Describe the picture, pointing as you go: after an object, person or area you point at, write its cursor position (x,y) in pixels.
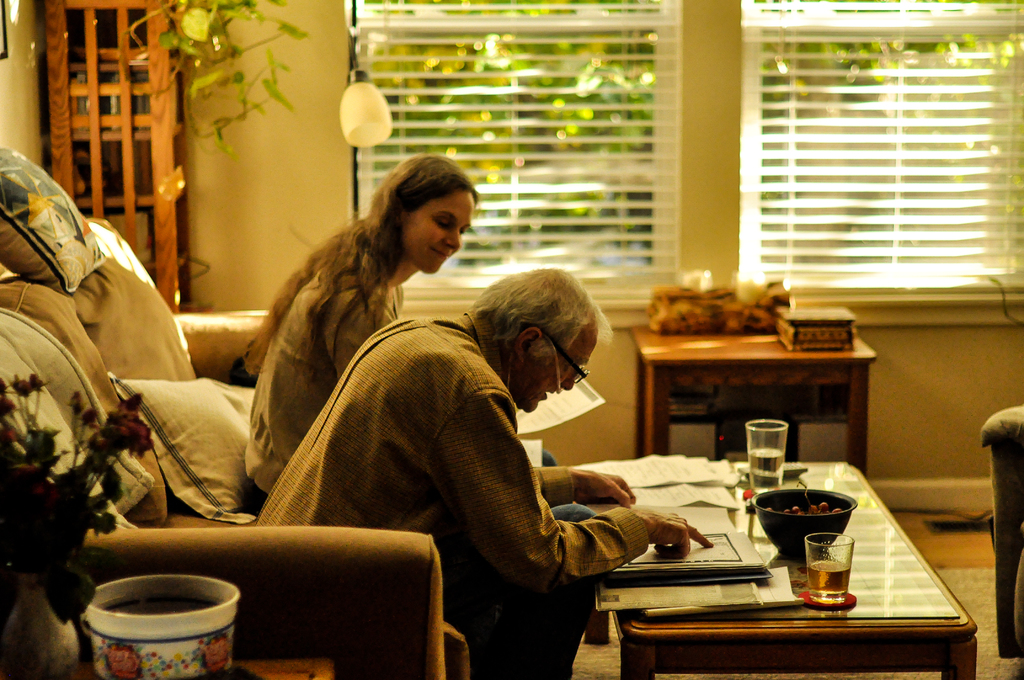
This is the picture in a house (313,141), there are two people (381,411) sitting in a couch (186,470) this man (444,460) who is reading in a book (703,570) and this is women (416,230) who is looking into the book (721,537). This is a table (826,566) on the table (826,566) there are two glass (828,561) in one glass (828,570) there is a wine (840,573) and the other glass (762,460) there is a water (761,467) there is a bowl (796,536) which is in black color on the bowl (804,523) with fruits (812,511), on the couch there are the pillows (192,446) background of this two people (338,256) there is a wall (270,133) and window (552,128) on the window (597,98) we can see the trees (478,99) and there is lamp (358,106) which is in white color and this are the shelves (150,41) and there is other table (783,358) on the top of the table (751,342) there is a box (796,337).
